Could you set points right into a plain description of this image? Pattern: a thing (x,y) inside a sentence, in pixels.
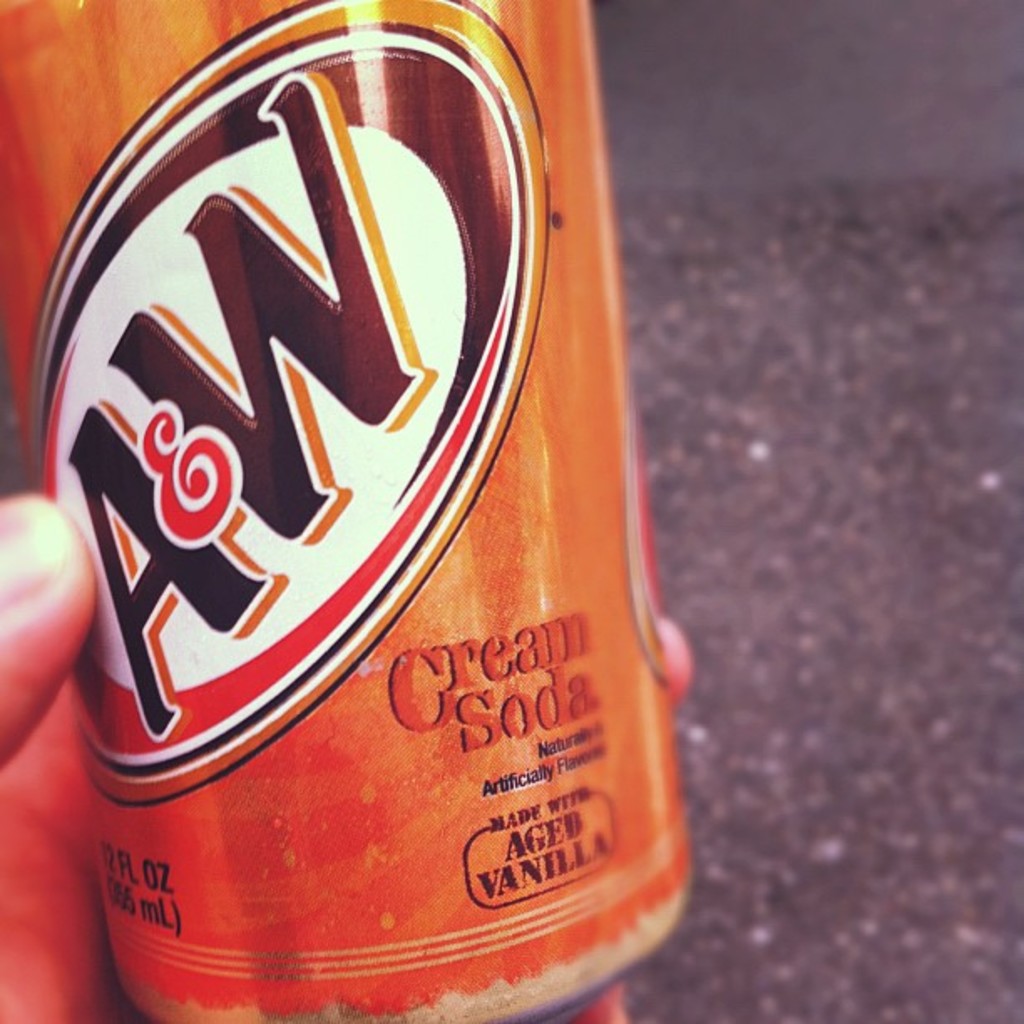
In this image we can see hand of a person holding a can (574,440) which is truncated. On the right side of the image (820,625) we can see grey color.
